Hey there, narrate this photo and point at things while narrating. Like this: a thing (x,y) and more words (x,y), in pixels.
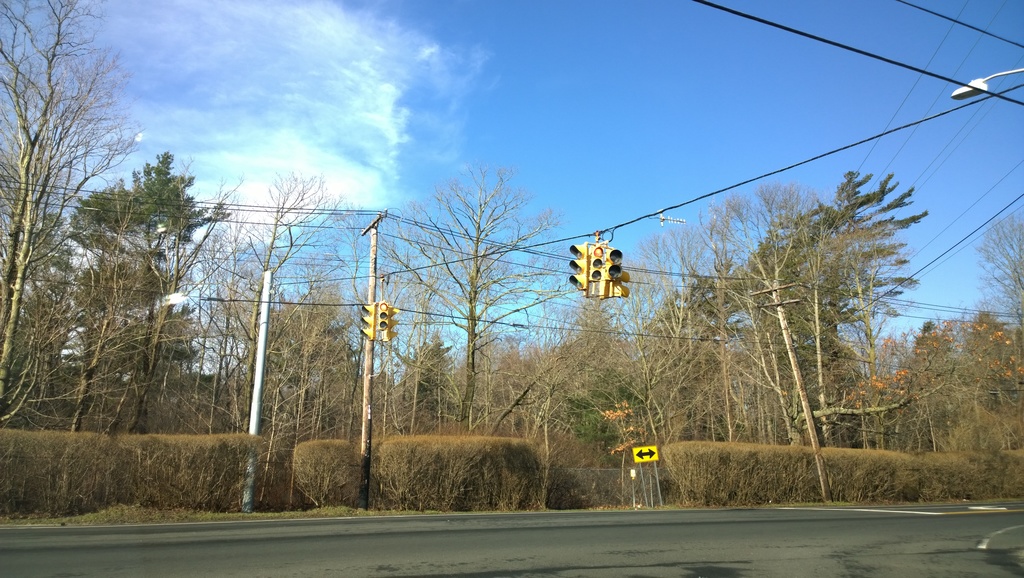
At the bottom (18,562) we can see road (455,550). In the background (446,317) there are trees (308,340), electric poles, wires (352,303), traffic signal poles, direction board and clouds (225,85) in the sky (639,83).
